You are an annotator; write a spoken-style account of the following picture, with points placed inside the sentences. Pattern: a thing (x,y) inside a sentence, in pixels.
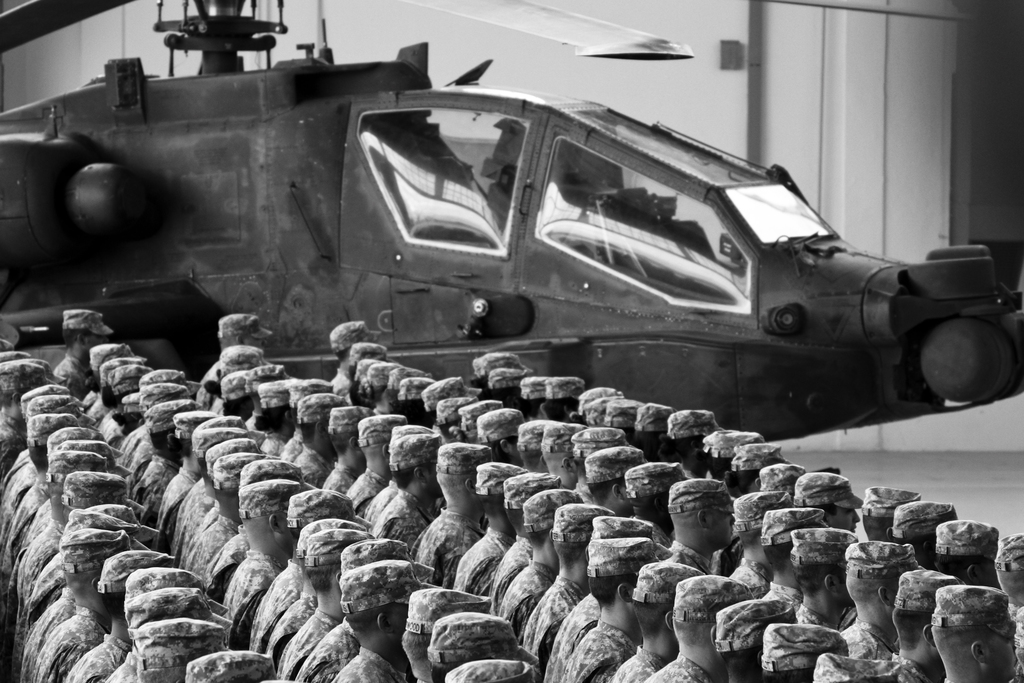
In this image we can see a black and white image. In this image we can see some persons (444,507). In the background of the image (483,317) there is a helicopter (562,257) and other objects (960,26).
